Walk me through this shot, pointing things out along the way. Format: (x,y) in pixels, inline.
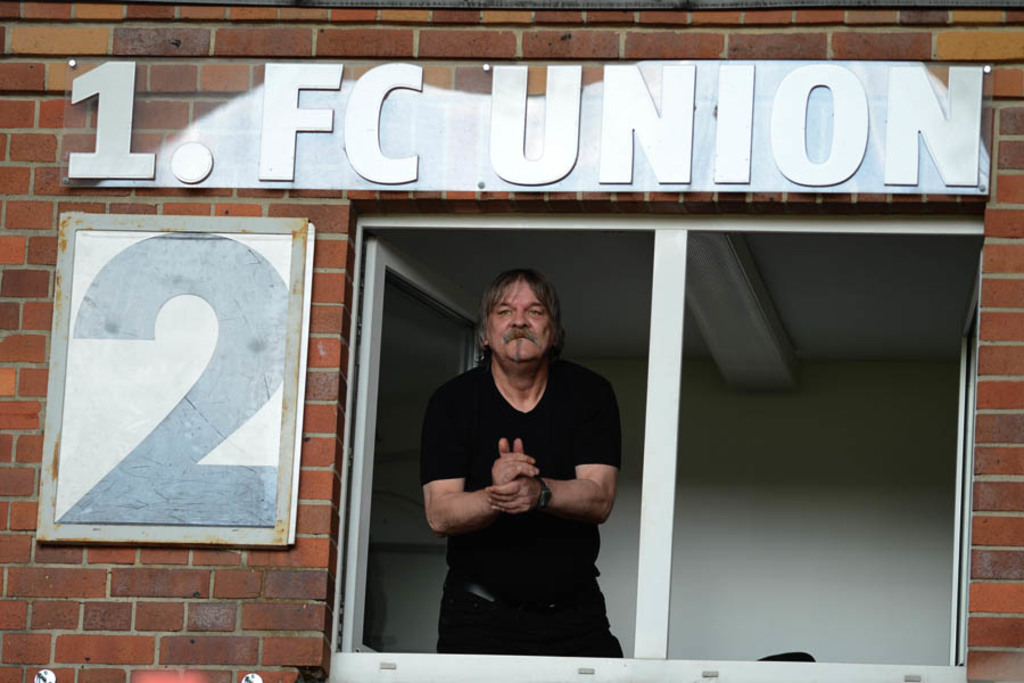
In the image there is a brick wall (41,309). On the wall (296,614) there is a name board (148,168) and also there is a board (73,357) with two digit (228,426) on it. Also there is a window (386,536) to the wall (954,53). Inside the window (627,450) there is a man (568,440) with black t-shirt (548,470) is standing.
